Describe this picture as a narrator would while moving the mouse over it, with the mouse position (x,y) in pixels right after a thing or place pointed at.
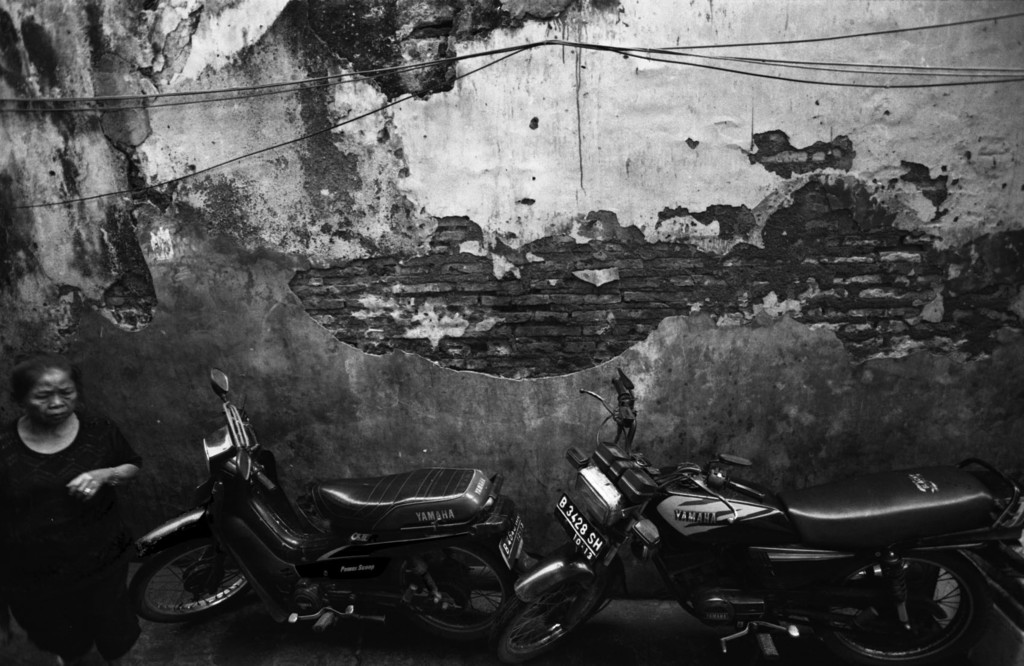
In this picture I can see some vehicles (305,588), a woman (66,549) is standing in front of the wall (422,106).
